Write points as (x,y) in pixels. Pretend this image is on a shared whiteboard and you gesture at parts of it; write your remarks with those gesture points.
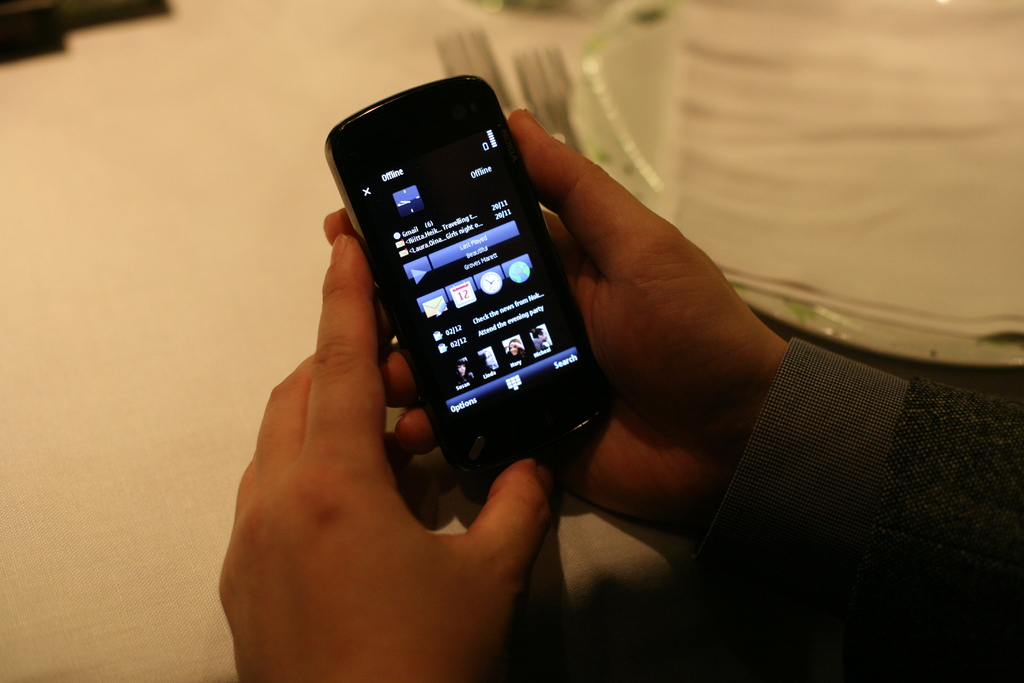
In the picture I can see a person hands (632,447) in the right corner (750,457) holding a mobile phone (438,291) in his hands (752,410) and there is a plate (784,302), two forks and some other objects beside him.
